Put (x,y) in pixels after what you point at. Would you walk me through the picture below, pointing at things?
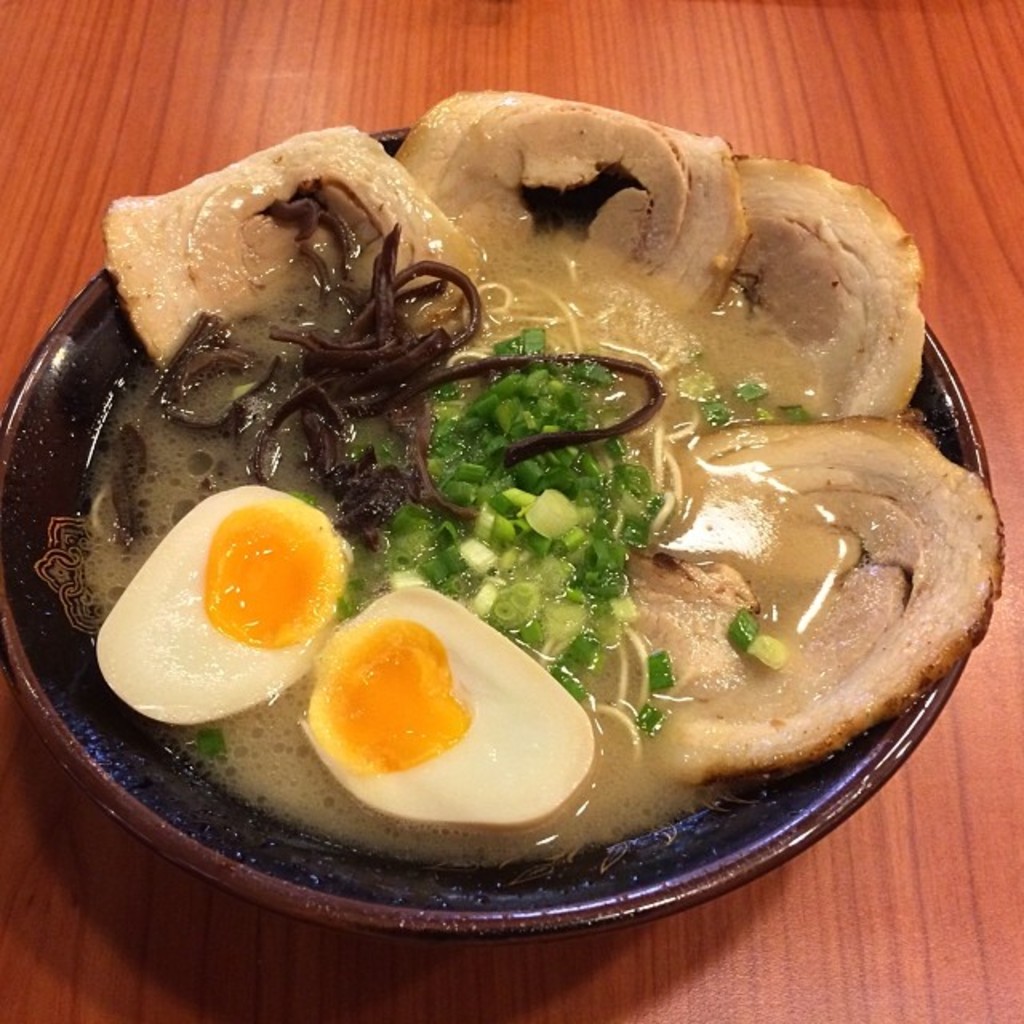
In this image there is a plate (133,357) having some food (516,453). The plate (8,595) is kept on a table (871,933).
